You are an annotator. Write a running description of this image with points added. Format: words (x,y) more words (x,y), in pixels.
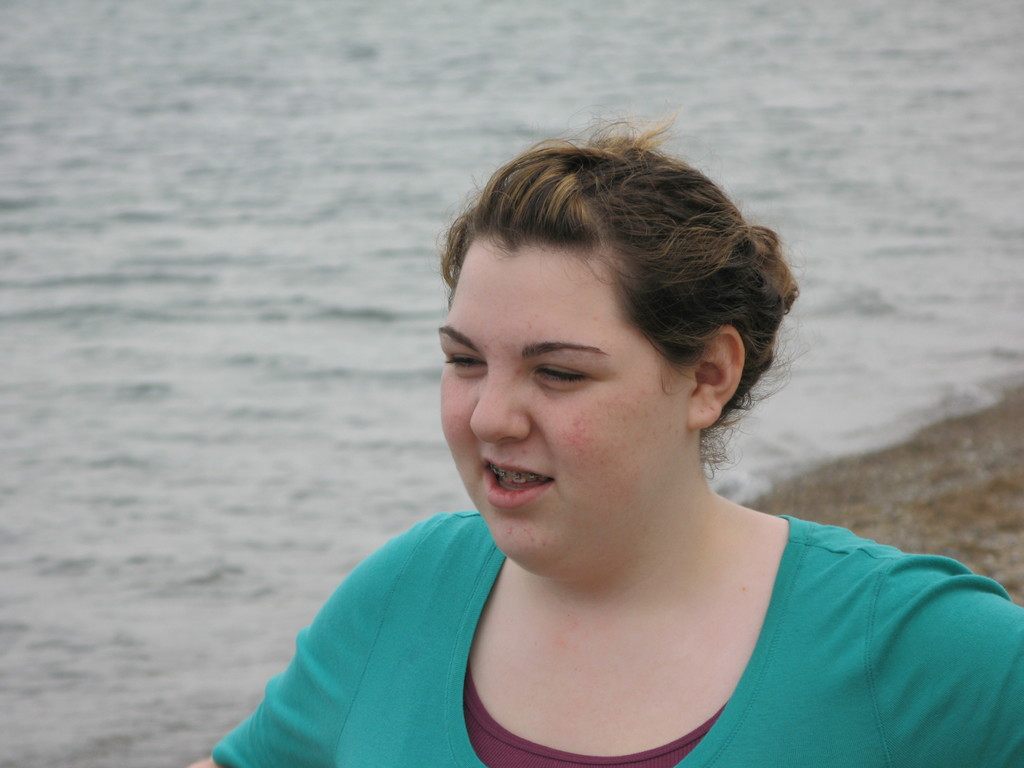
In this image I can see the person (406,652) wearing the green and brown color dress (416,695). In the background (285,221) I can see the sand (907,473) and the water (345,140).
